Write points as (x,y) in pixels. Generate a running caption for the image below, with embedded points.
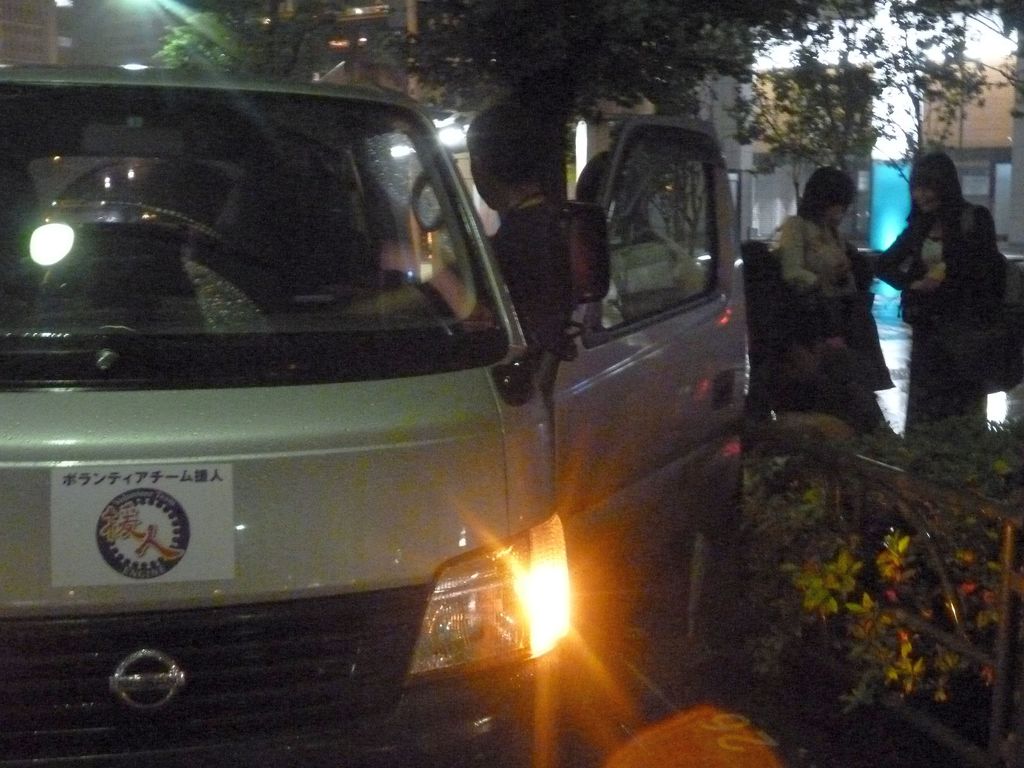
In the image there is a vehicle (368,533) and a person (568,303) is standing by opening the one of the door (608,246) of the vehicle (453,212), beside the vehicle (468,215) there are two people (829,336) and in the background (421,33) there are few trees (623,53) and behind them there is a building (901,48).
